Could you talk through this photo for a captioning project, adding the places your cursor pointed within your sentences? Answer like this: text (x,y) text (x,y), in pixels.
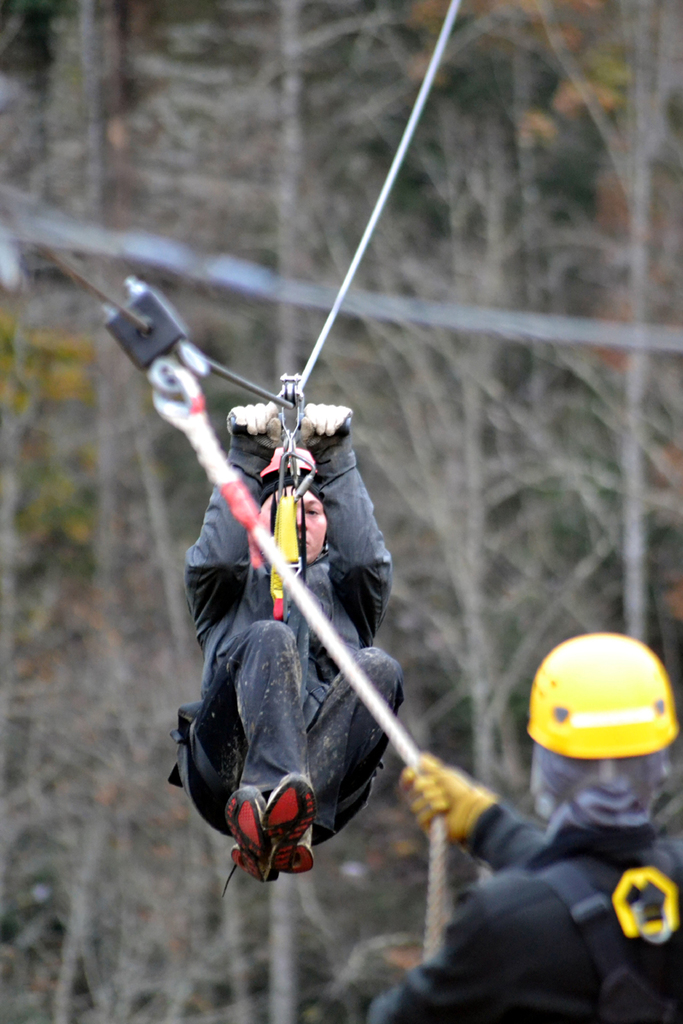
This image is taken outdoors. In the background (170,634) there are a few trees (225,222) and plants (114,590). In the middle of the there is a rope (230,476) and a person (271,622) is rope sliding. On the right side of the image (527,819) a person (423,812) is holding a rope (438,827).
